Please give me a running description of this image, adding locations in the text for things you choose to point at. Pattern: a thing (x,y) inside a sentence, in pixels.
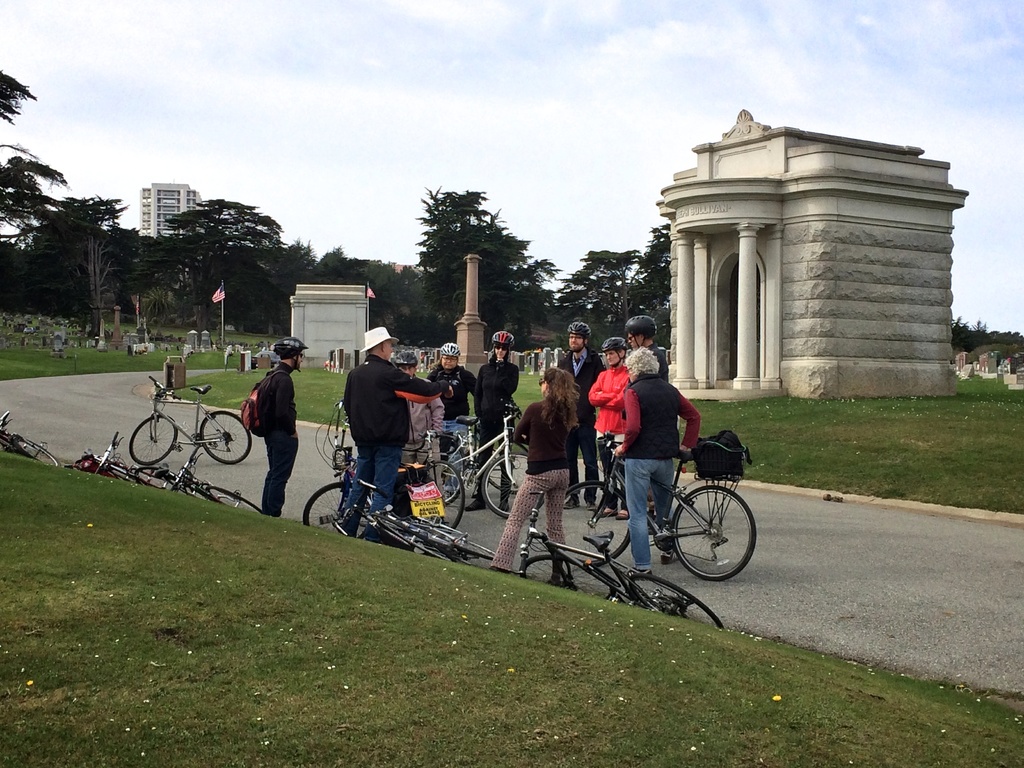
In the middle of this image (501,397), there are persons (616,364) and bicycles (171,424) on the road (688,583). Some of these persons (565,452) are holding bicycles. On both sides of this road (845,618), there is grass (525,388). In the background (450,319), there are trees (658,237), a building (829,361), a pole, a flag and other objects (1008,360) on the ground (25,367) and there are clouds (550,56) in the blue sky (707,60).
